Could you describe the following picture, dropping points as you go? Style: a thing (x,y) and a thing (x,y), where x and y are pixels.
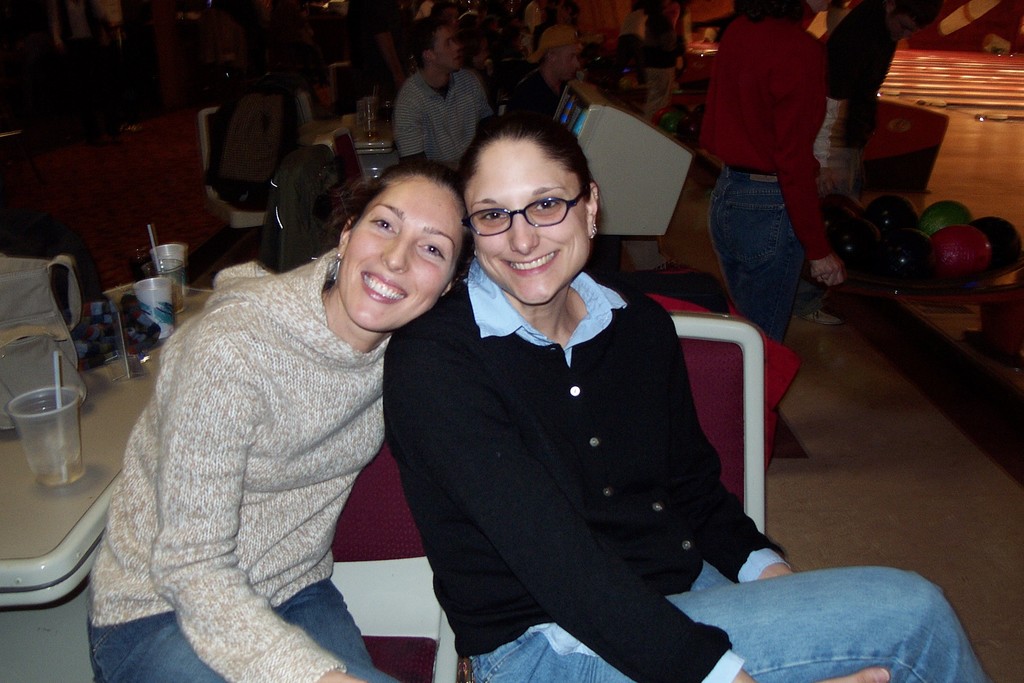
In the foreground of the image (477,353) there are two ladies (468,482) sitting on chairs (346,495). To the left side of the image (157,356) there is a table (89,405) on which there are glasses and other objects (106,319). In the background of the image (781,42) there are people (767,55). To the right side of the image (869,210) there are balls (916,259). At the bottom of the image (980,655) there is floor (998,659). In the center of the image (623,231) there is a monitor (628,113).
